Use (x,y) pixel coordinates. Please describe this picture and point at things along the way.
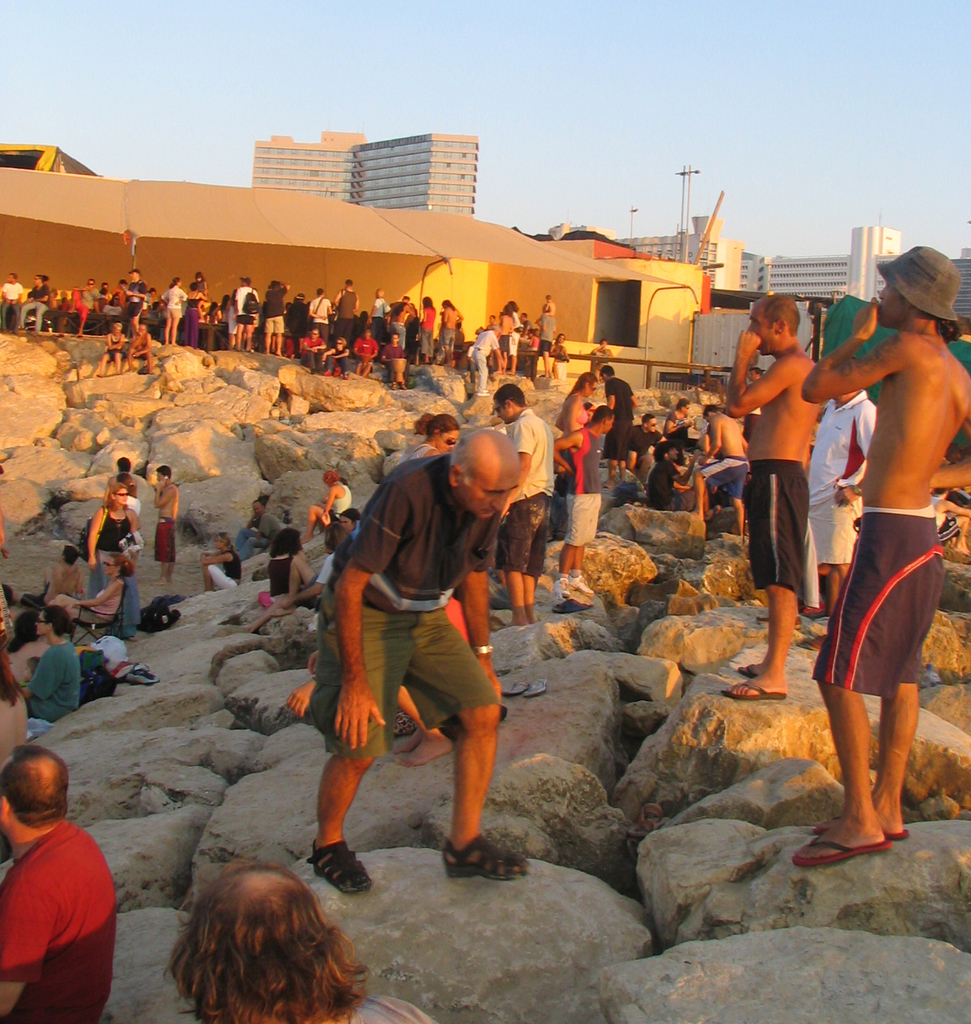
In this picture we can see a group of people (443,472) standing on the stones (349,409) and some people (327,367) are sitting on the stones (265,378). Behind the people (490,350) there are buildings (418,166), poles (689,176) and sky (684,138).
